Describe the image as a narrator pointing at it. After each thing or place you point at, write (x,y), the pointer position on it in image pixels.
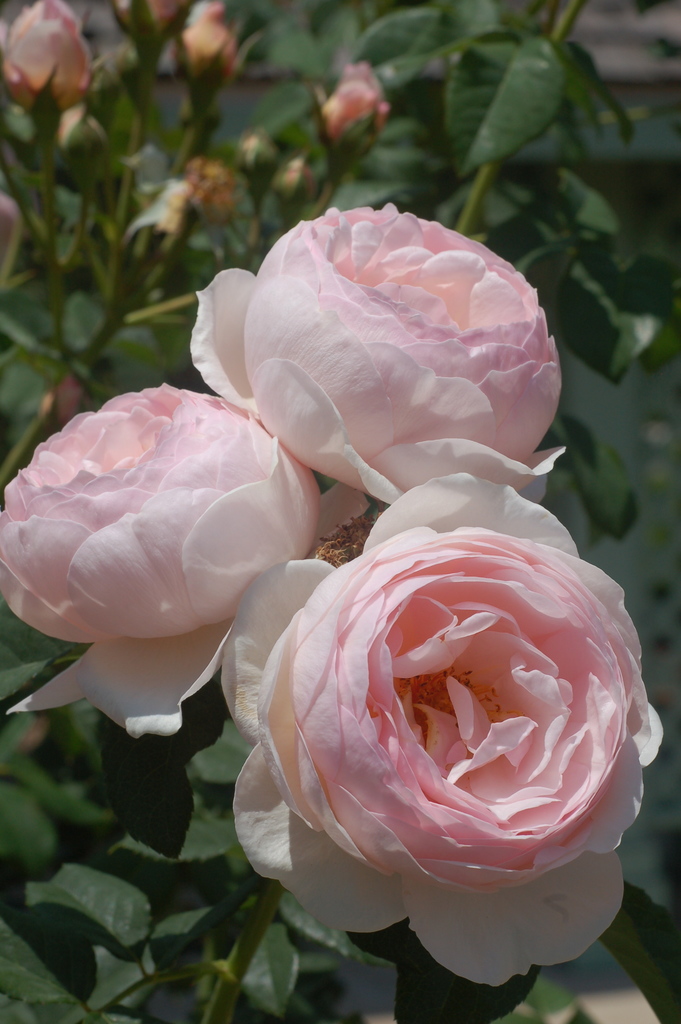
In this image, we can see rose flowers (390,701), stems (260,934) and leaves (16,933). Background (27,410) we can see blur view. Here we can see few flower buds (218,3), stems (232,989) and leaves (663,294).
